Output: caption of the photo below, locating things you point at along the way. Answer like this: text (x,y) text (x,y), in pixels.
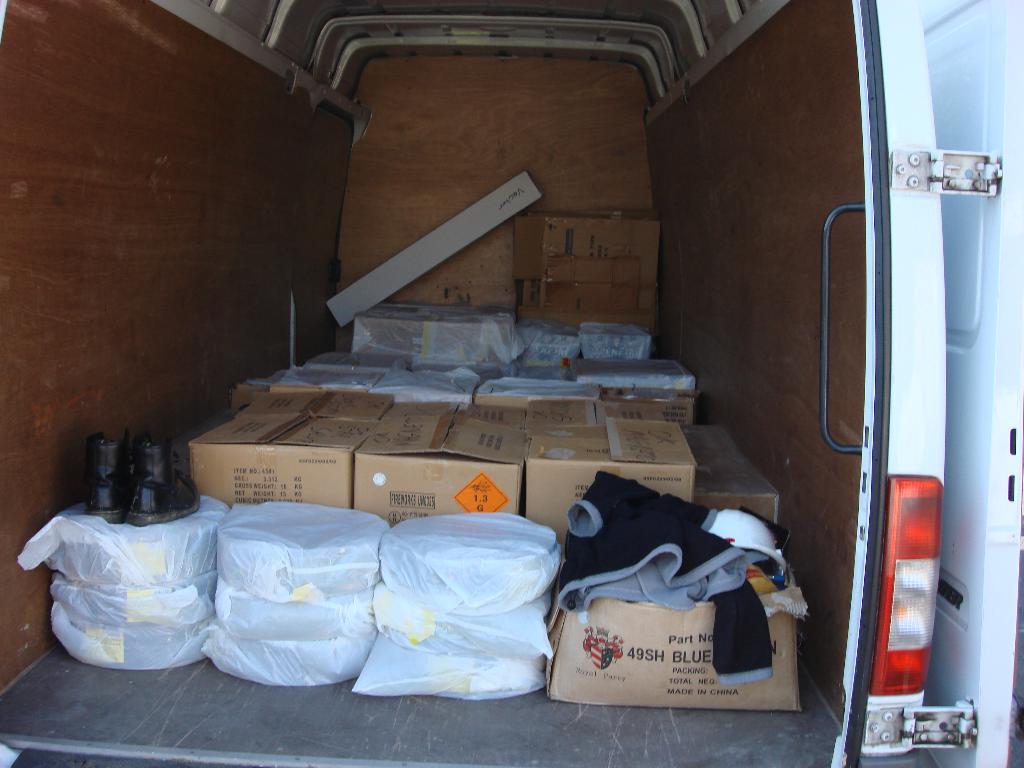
In this image we can see a vehicle (65,277) in which there are some boxes (259,447), covers (221,554), shoes (94,491) and a cloth (693,517) to the side.
